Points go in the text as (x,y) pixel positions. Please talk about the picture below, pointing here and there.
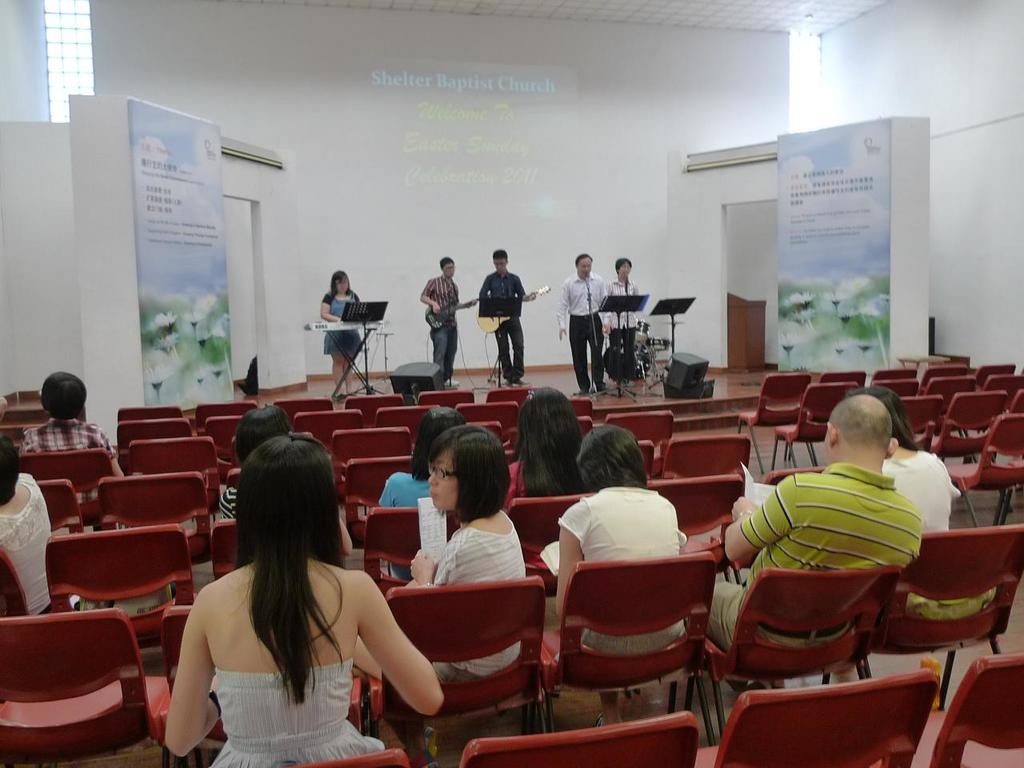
A picture of a auditorium (507,662). On this stage (514,384) middle two persons (515,334) are playing guitar (448,317) and the corner persons (609,293) are singing and playing musical instruments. Beside this stage (357,385) there are banners (206,307). Front this person (447,470) are sitting on red chairs (689,514) and holding papers (758,494) and book (548,554).
